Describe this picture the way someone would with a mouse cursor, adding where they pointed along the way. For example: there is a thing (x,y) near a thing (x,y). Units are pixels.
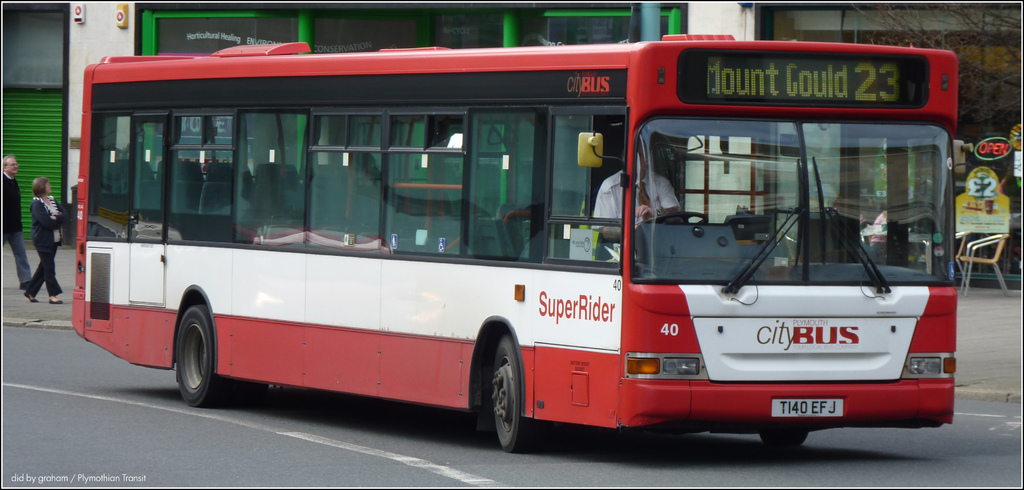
This picture is clicked outside. In the center (665,203) we can see a person (650,204) seems to be driving a red color bus (415,235) and we can see a shutter (57,190), building (452,13), dry stems (976,47), text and numbers (873,82) on the objects (507,202) and on the left corner (11,197) we can see the two persons (35,221) seems to be walking on the ground (29,308). In the background (985,216) we can see many other objects (966,215). In the bottom left corner (95,482) we can see the watermark (79,480) on the image.
